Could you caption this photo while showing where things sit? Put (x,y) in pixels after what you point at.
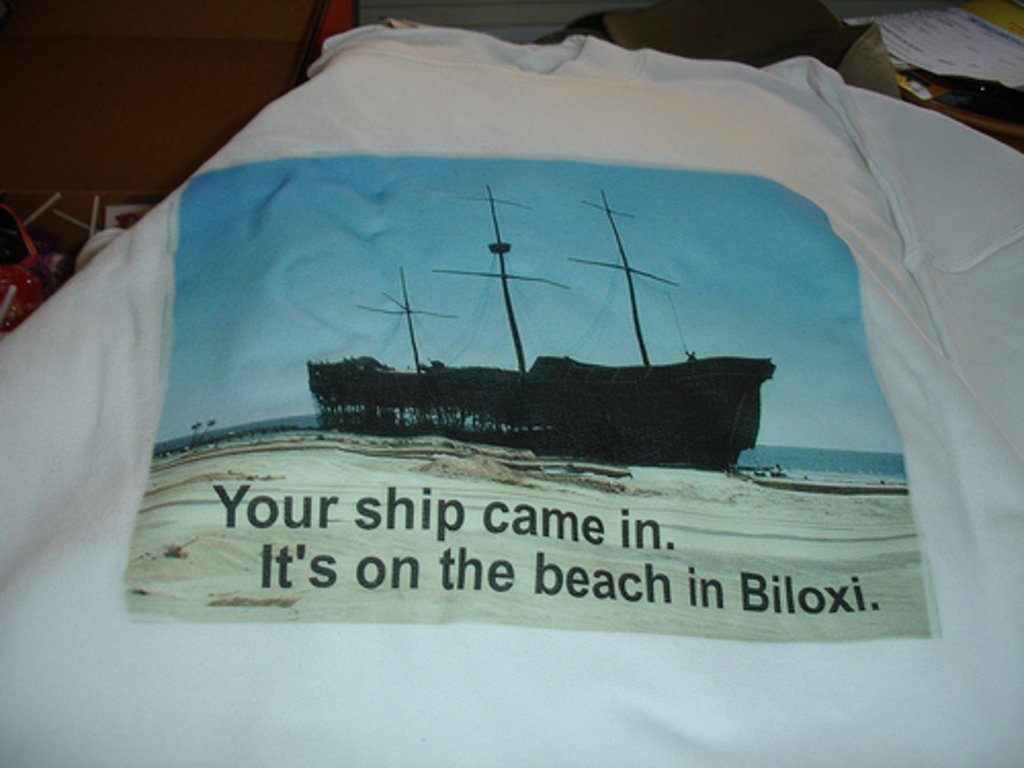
In this picture we can see a print (587,211) on the T-shirt (691,192).
